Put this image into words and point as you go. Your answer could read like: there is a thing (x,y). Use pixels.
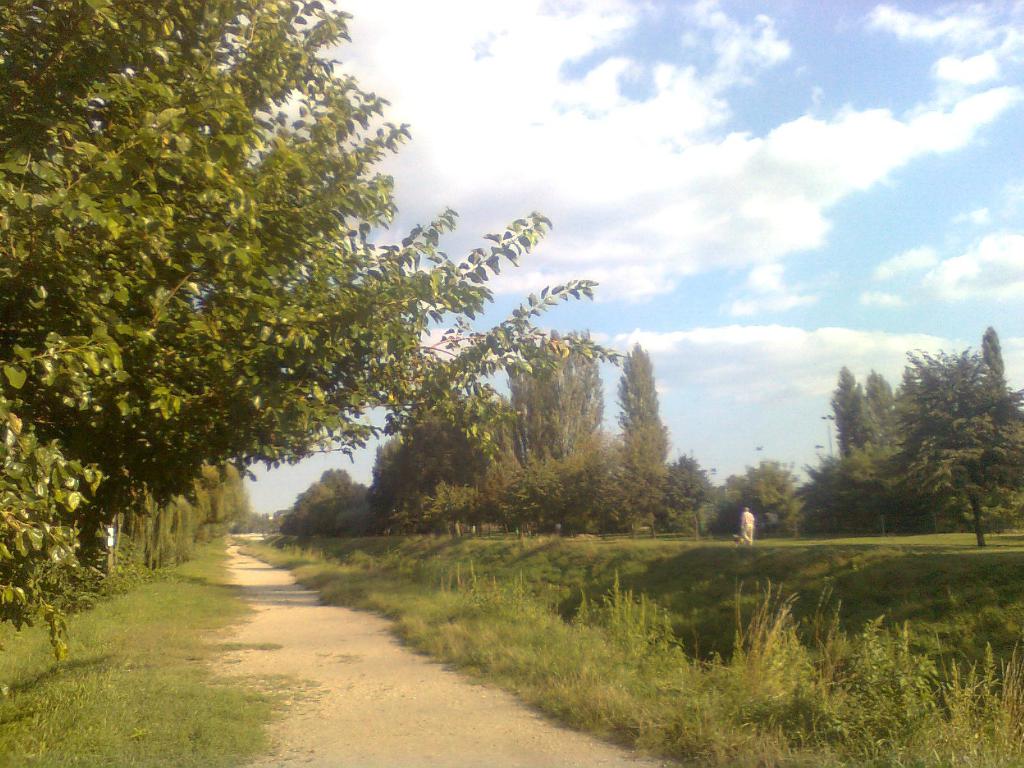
In this image there is a path (331,661), on either side of the path (380,730) there is a green land (473,537) and trees (375,483), in the background (829,31) there is the sky (637,206).
